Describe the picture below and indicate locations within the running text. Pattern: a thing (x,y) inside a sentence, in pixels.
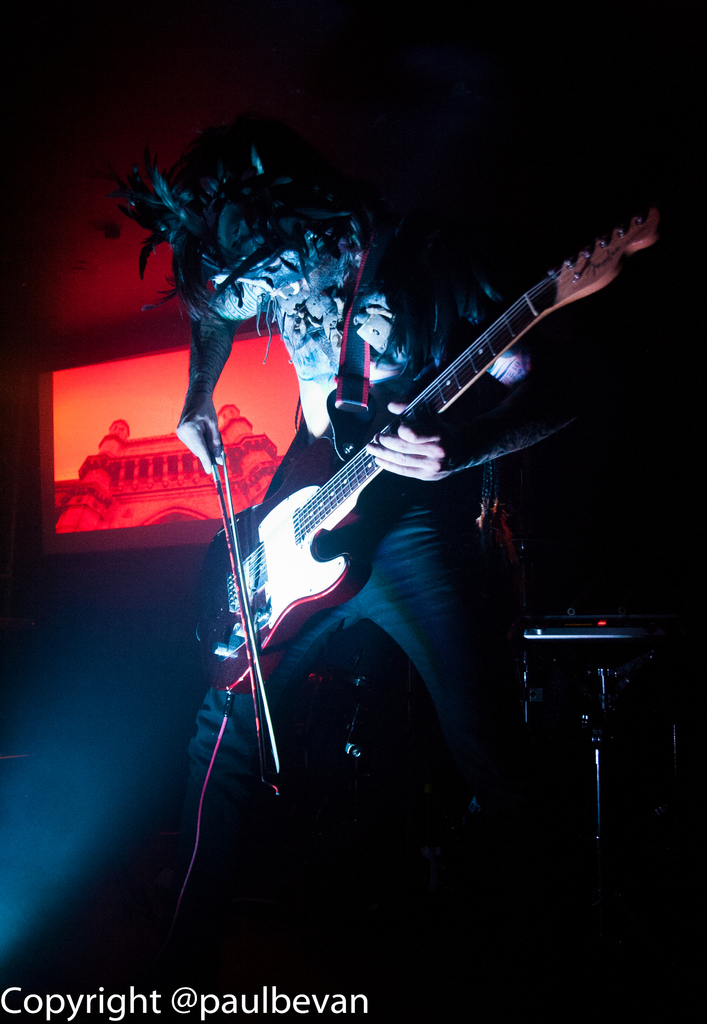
Here a person (411,451) is playing the guitar (346,492), in the left side (117,427) there is a red color image (138,448).
